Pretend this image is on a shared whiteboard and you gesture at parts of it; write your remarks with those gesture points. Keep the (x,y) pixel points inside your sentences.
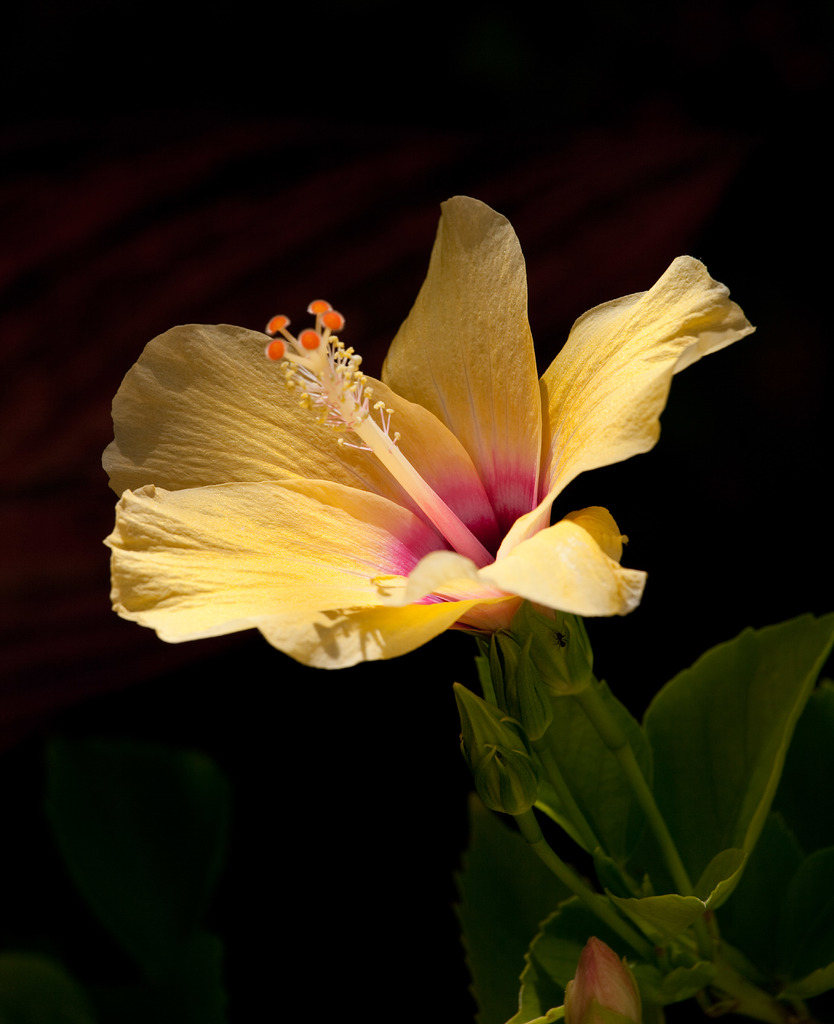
This image is taken outdoors. In this image the background (715,487) is dark. On the right side of the image (587,906) there is a plant (626,881) with stems (631,929), leaves (659,911), buds (476,731) and there is a flower (371,450) in the middle of the image (486,518). The flower (546,526) is yellow in color.
